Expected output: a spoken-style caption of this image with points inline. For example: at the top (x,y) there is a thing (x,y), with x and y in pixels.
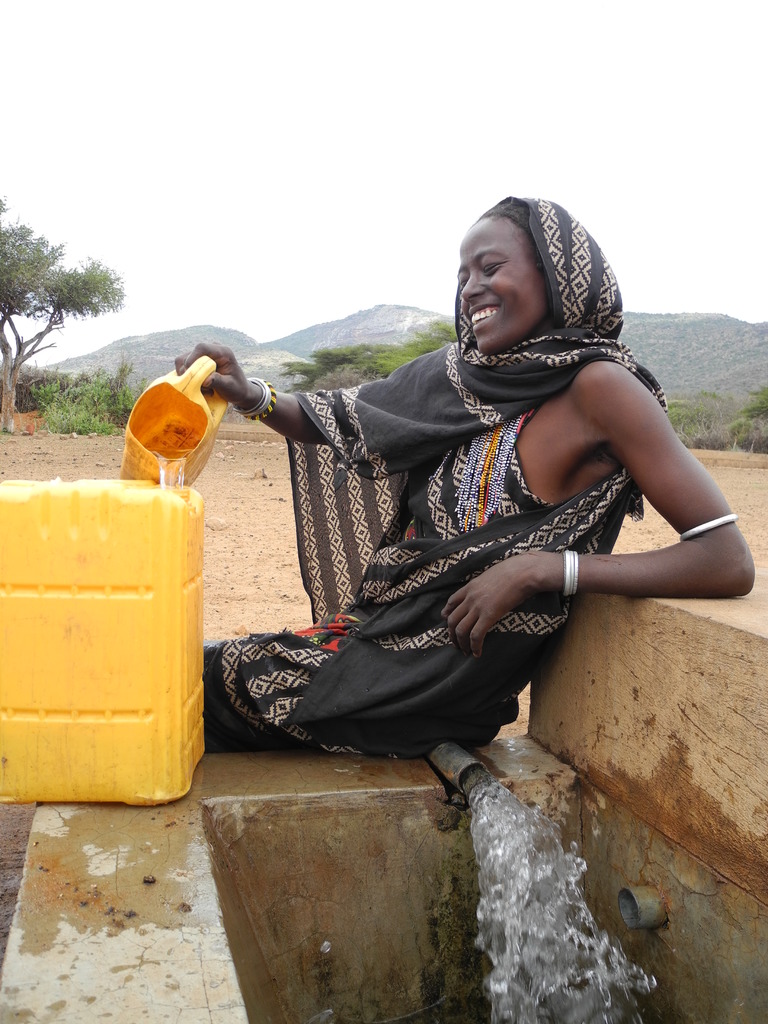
Here we can see a woman (419,721) sitting on a pipe (461,775) and a platform (239,853) and she is holding a oil can (197,376) in her hand (218,372) and pouring water (180,486) from the oil can (175,433) in to another water can (123,662). There is water (557,872) coming from the pipe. In the background (287,341) there are trees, mountains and sky (173,44).
